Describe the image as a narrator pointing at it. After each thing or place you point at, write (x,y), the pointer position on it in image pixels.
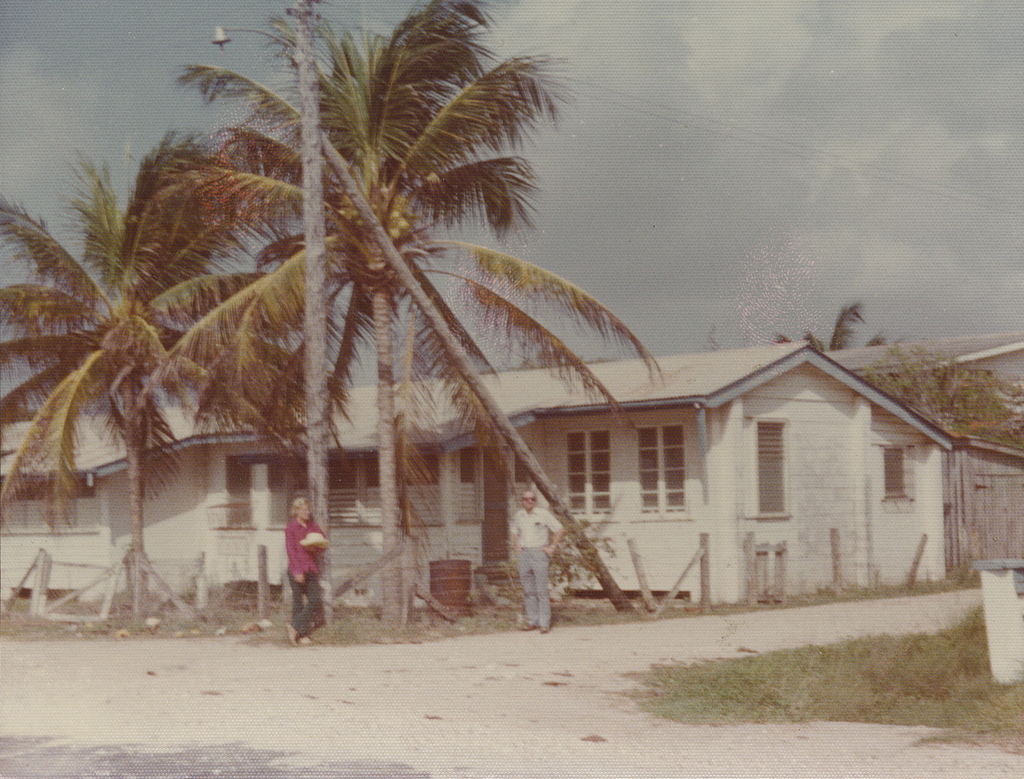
In this image we can see two people (306,593) on the road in which one of them is holding a hat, there we can see few trees (253,295), two buildings (841,487), grass (808,654), a fence (264,605), a current pole (306,55), electric cables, a street light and a few clouds (692,211) in the sky (674,152).
